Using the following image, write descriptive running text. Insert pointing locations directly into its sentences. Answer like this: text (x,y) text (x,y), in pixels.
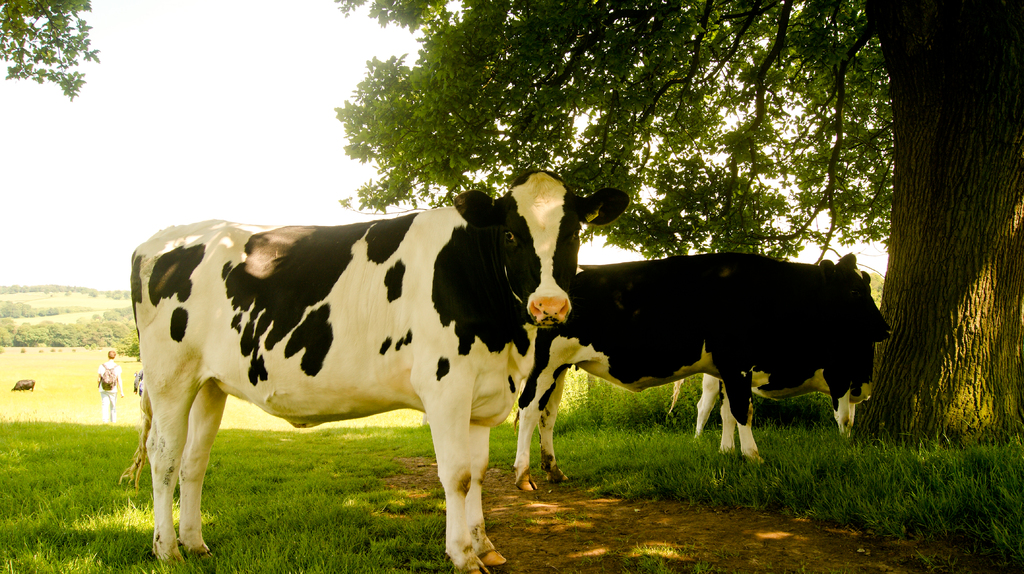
This image consists of cows (556,337) in white and black color. At the bottom (262,539), there is green grass (956,528) on the ground (94,407). On the left (110,405), we can see a person (117,392) walking and wearing a backpack (104,382). On the right (885,131), there is a tree (621,97). At the top (191,74), there is sky (190,77).
